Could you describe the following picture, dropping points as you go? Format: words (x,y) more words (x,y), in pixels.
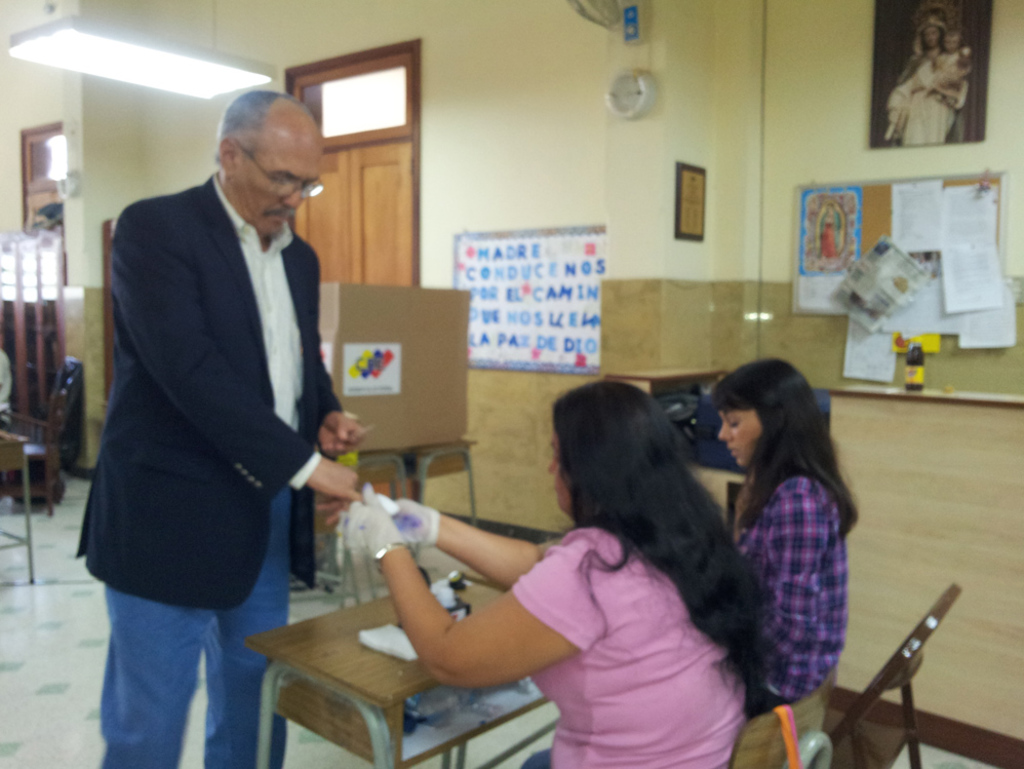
In the image we can see there is a person (264,383) who is standing and two people (526,611) are sitting on chairs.
